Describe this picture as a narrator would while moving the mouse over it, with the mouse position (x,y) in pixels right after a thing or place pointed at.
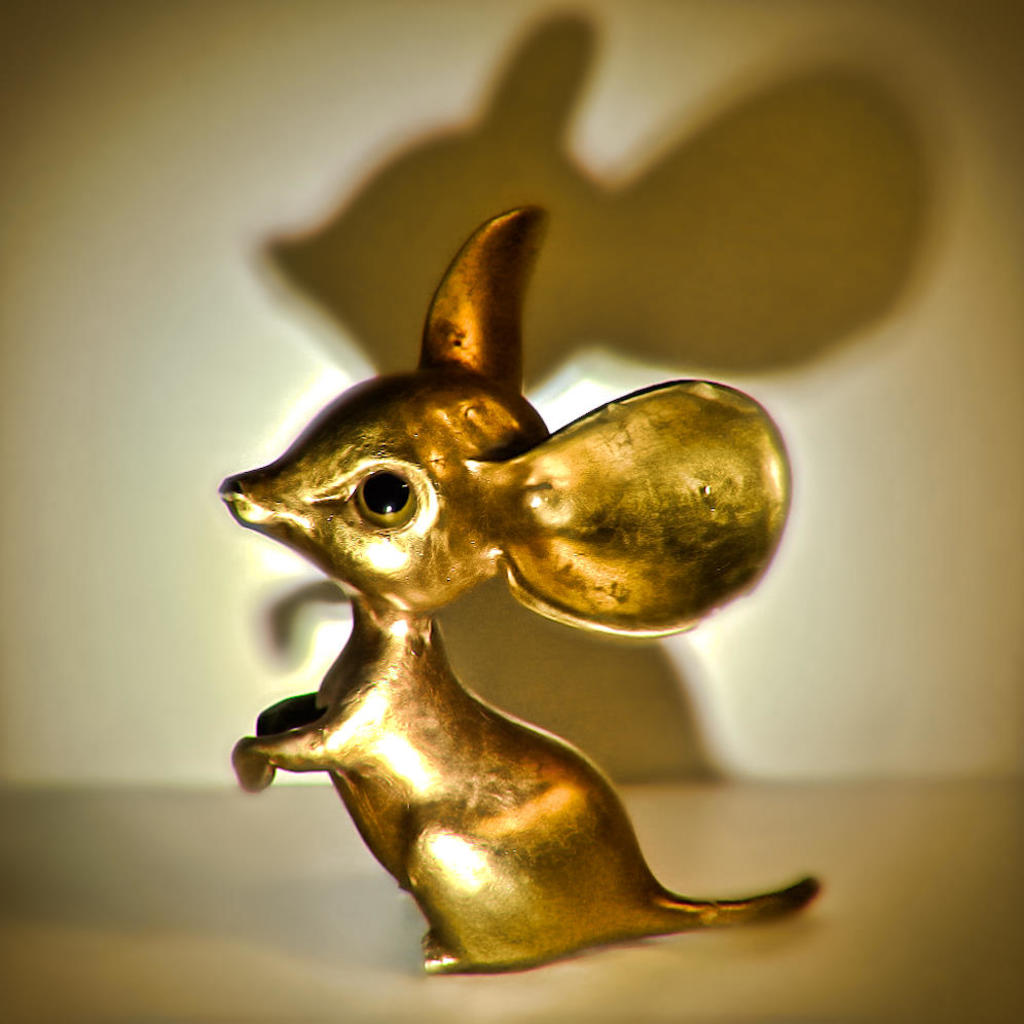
In the center of the image (381,641) we can see a bronze sculpture (551,437). In the background of the image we can see a shadow (367,267) on the wall (357,381). At the bottom of the image (368,925) we can see the floor (884,883).
